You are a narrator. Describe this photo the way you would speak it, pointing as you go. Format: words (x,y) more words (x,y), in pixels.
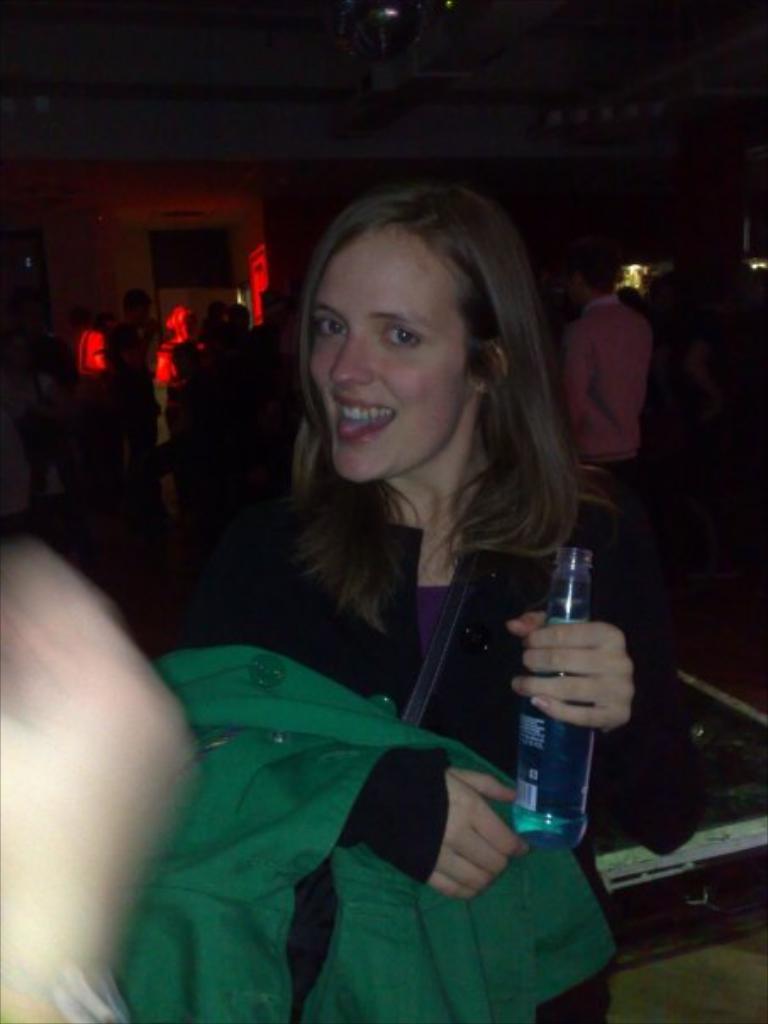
In the center of the image (304,473) there is a lady (472,693) standing. She is wearing a black dress (416,656). She is holding a jacket (359,770) and a bottle (541,723) in her hand (561,669). In the background (581,386) there are many people (210,376) standing.
